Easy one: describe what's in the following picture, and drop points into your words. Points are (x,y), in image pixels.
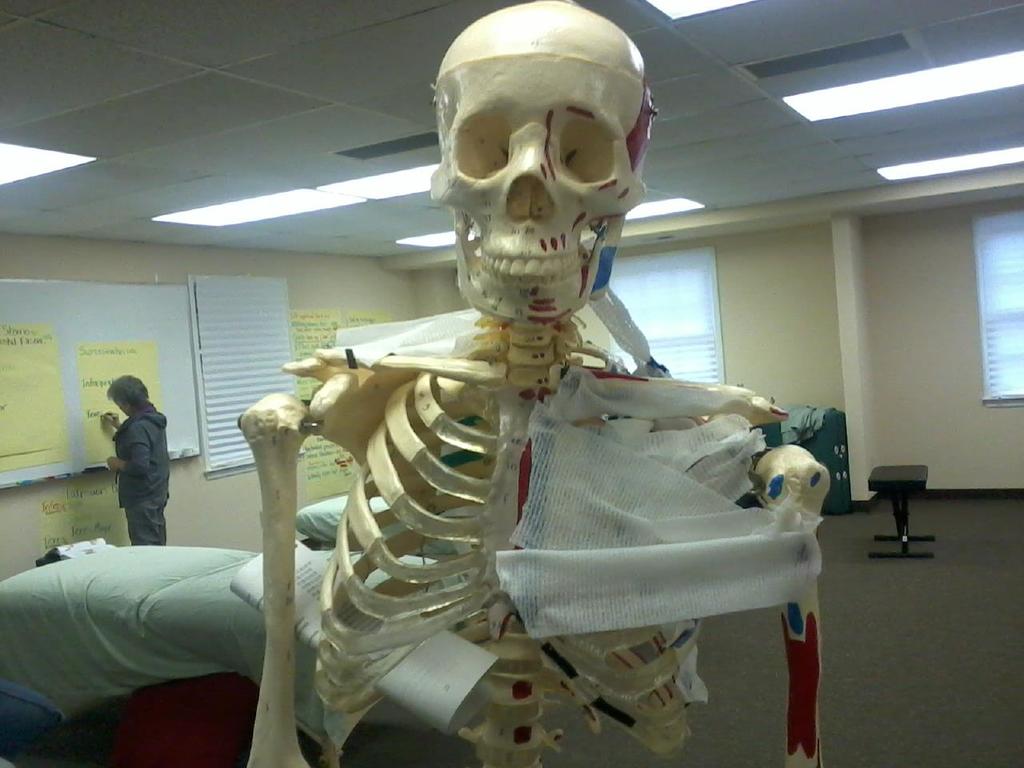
In this image I can see the skeleton (437,400) and I can see the paper (437,700) inside the skeleton (437,537). To the left (167,569) I can see the beds (147,562) and the person (116,453) standing in-front of the wall (202,470). I can see few boards (190,379) and the window blinds (695,315) to the wall (208,485). To the right (809,440) I can see the table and few more objects (838,464).
